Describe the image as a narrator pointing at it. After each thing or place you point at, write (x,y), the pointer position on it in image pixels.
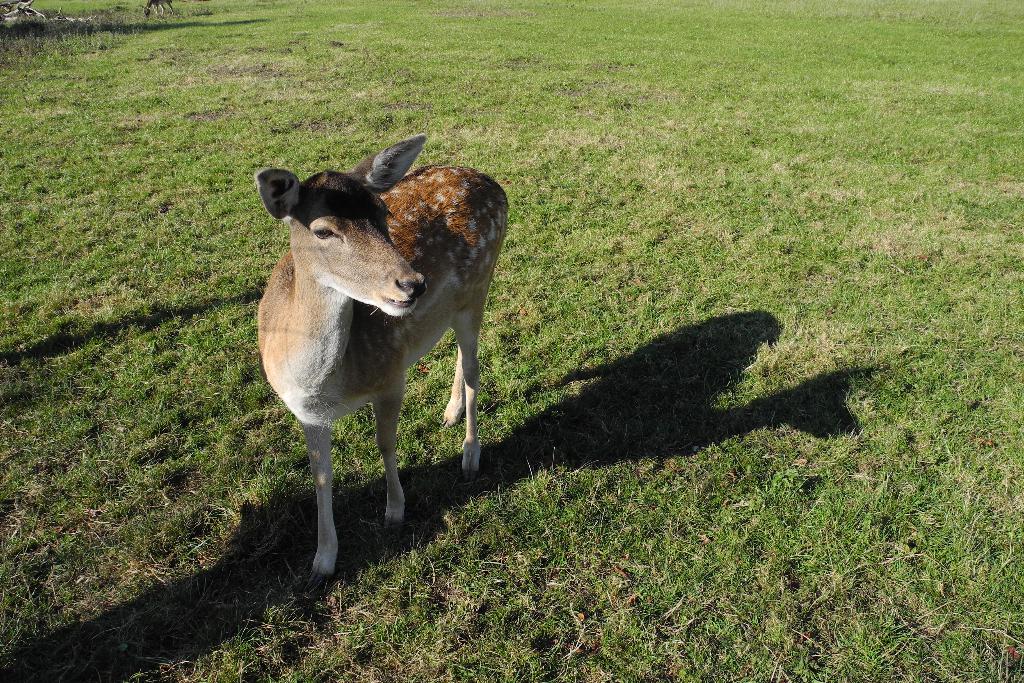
Here I can see a deer (330,262) standing on the ground (539,587). At the bottom of the image (760,633) I can see the grass (850,601) in green color. On the left top of the image (14,17) I can see another animal (157,6) and a stick (26,14).
